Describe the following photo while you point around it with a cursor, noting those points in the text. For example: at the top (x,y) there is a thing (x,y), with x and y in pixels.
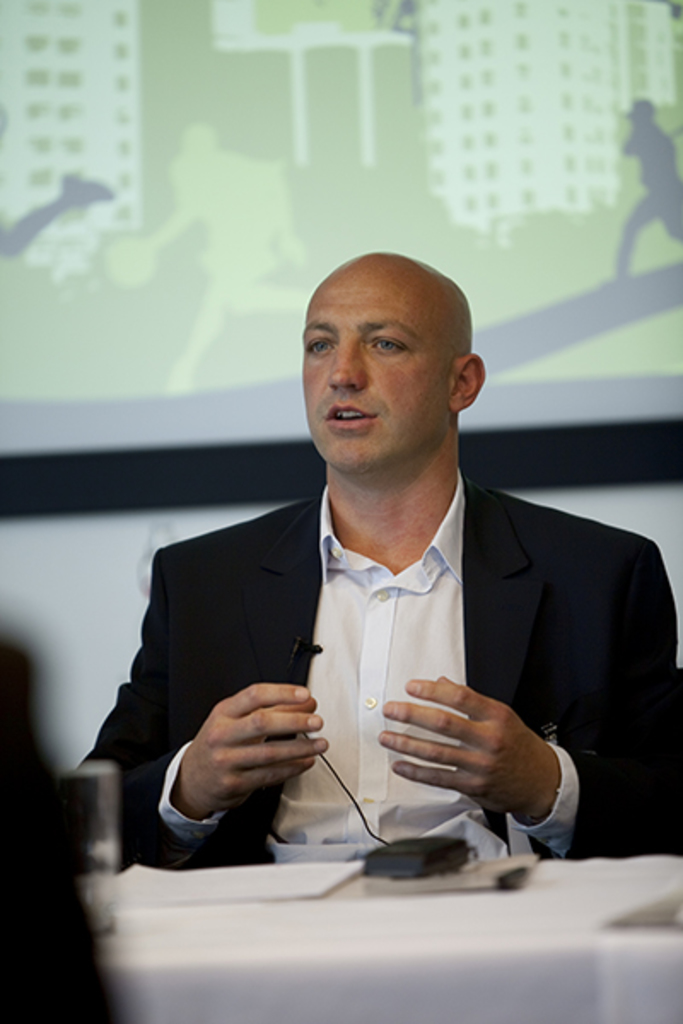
In the center of the image (392,643) we can see a man (382,539) sitting. At the bottom (582,938) there is a table (290,914) and we can see a glass (96,788), paper (295,863), mic (415,875) and some objects (431,867) placed on the table (356,899). In the background (547,444) there is a screen (190,430) and a wall (87,601).
